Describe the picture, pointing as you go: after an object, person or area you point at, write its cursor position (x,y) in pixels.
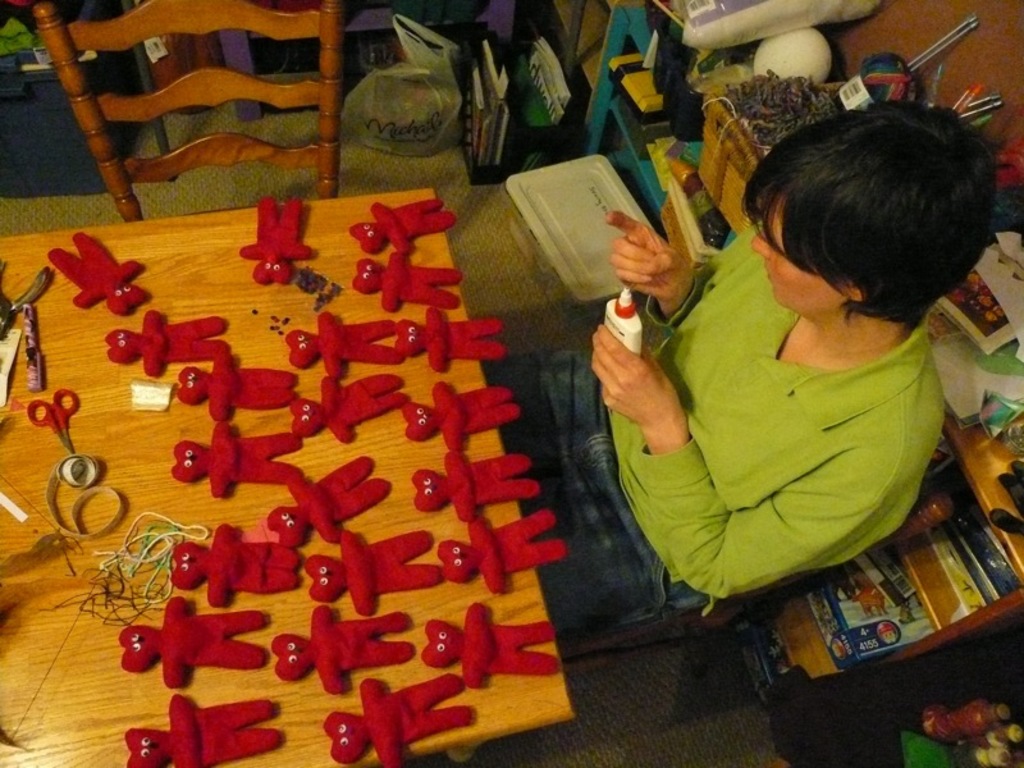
In this image, In the left side (87,742) there is a table (428,393) which is in yellow color on that table (171,421) there are some red color toys (328,333), There is a chair (156,105) which is in brown color, In the right side (738,501) there is a person (696,495) sitting and holding a bottle (622,341) which is in white color.
